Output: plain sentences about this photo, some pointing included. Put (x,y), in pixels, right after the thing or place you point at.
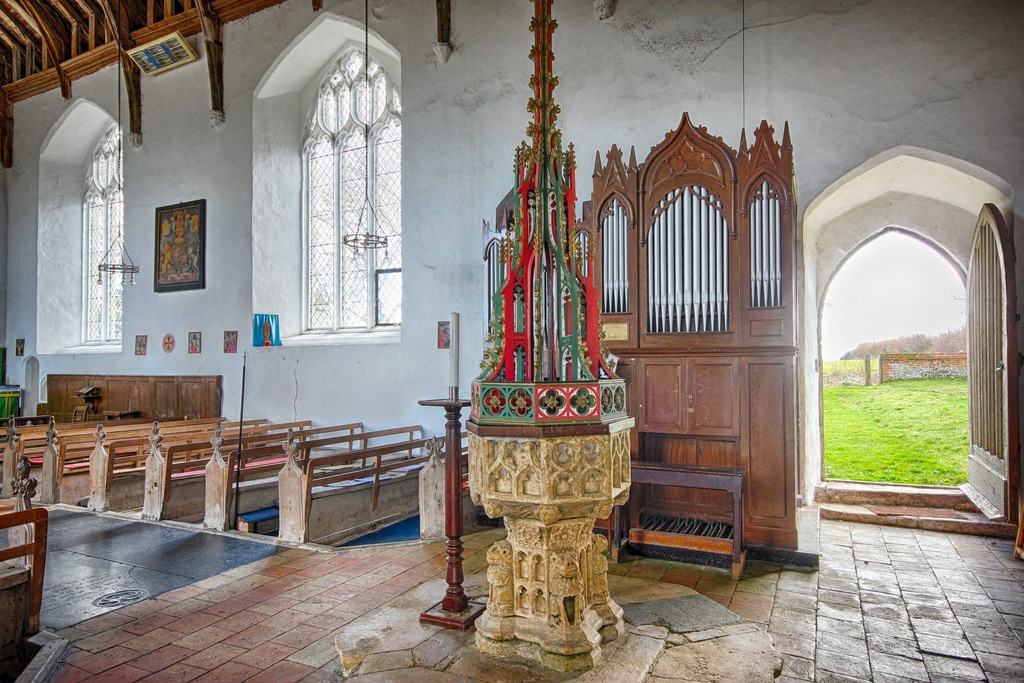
In the middle of the image (585,392) we can see a structure (533,345), candle stand (440,404), table (697,476) and cupboard (617,317). On the right side of the image (984,340), we can see a door (977,352). Behind the door (988,336), we can see grassy land (885,407), wall (931,366), trees (864,354) and the sky (900,333). On the left side of the image (163,448), we can see bench like objects (163,467), two windows (87,265), chandeliers (106,267) and frames (196,264) are attached to the wall (168,101). There is a floor (420,636) at the bottom of the image (344,631).
